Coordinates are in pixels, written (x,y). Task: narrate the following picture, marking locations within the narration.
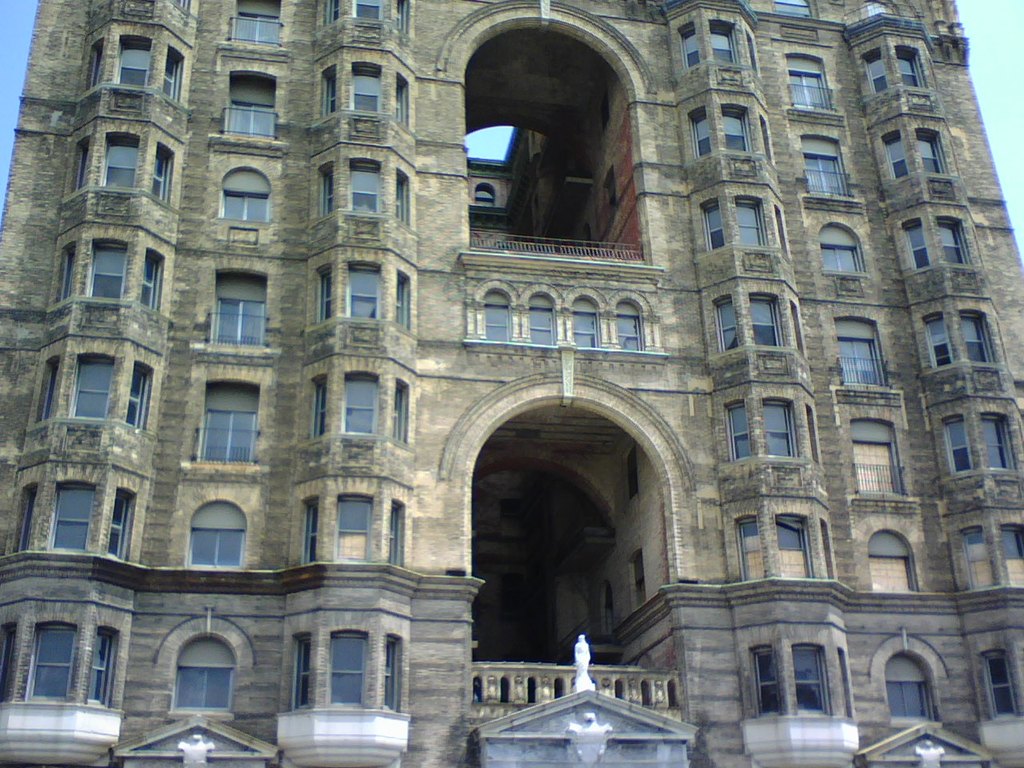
In this image there is a building (381,319) as we can see in middle of this image (478,390).
